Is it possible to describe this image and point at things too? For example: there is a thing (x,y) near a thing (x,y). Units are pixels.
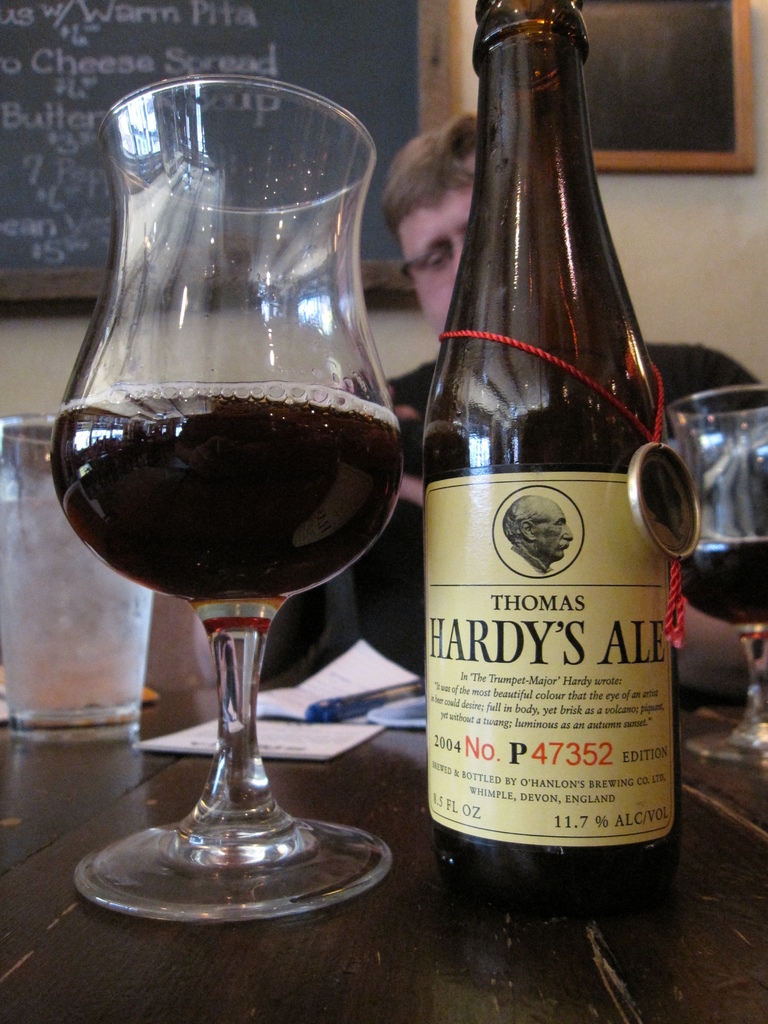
In this picture we can see a man (416,618) in front of a table (408,798), we can see some glasses (349,194), a bottle (481,552), papers (326,733) present on the table (394,730), in the background (373,36) there is a black board (381,63), we can see handwritten text (52,147) on the board (71,115).
